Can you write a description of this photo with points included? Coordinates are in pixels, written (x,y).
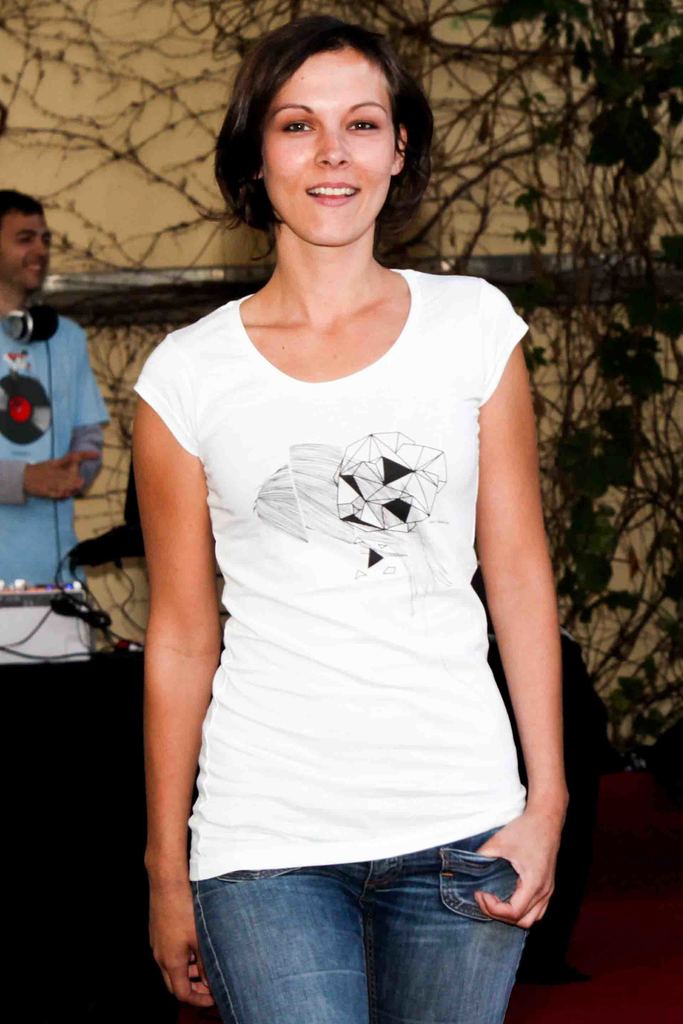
In the foreground of this image (330,676), there is a woman (455,567) standing wearing a white T shirt (309,624) and putting thumb finger (510,833) in the jeans pocket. In the background (49,382), there is a man (43,401) standing in front of a table (69,753) on which there is a device (23,620) like an object (62,628) and it seems like creepers (613,135) on the wall (187,124).
